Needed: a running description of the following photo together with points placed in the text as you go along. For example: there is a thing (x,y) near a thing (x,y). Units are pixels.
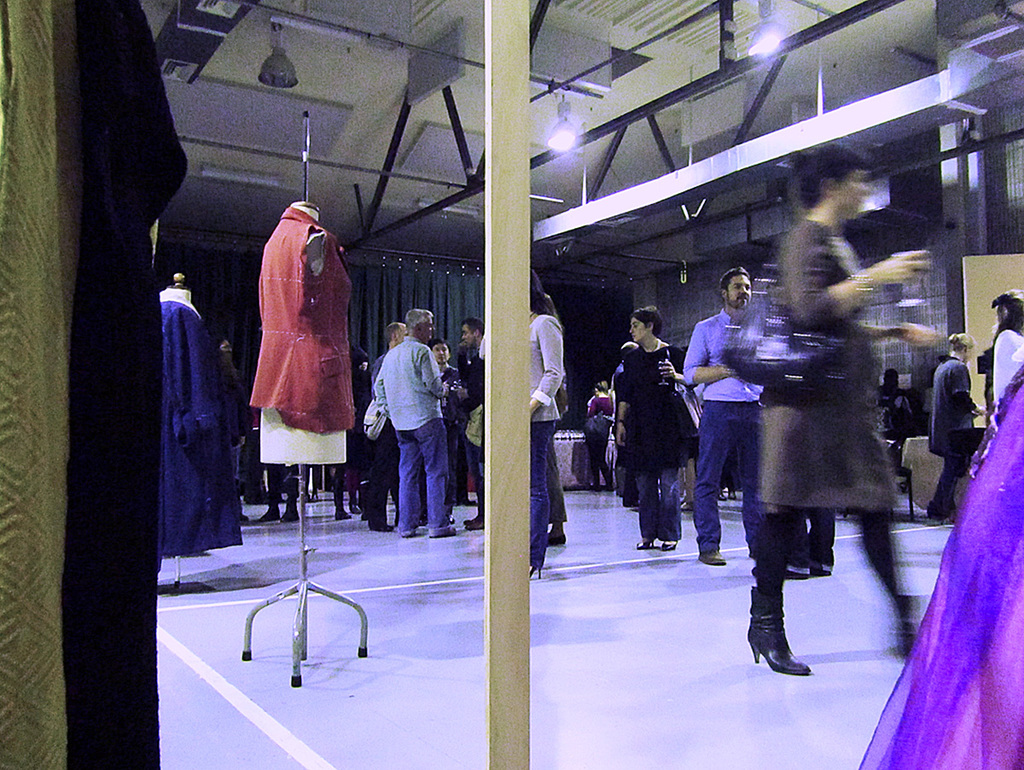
There is a group of persons (601,413) as we can see in the middle of this image (649,473). We can see roof (427,57) at the top of this image (455,67) and we can see mannequins (223,420) on the left side of this image (285,430).
